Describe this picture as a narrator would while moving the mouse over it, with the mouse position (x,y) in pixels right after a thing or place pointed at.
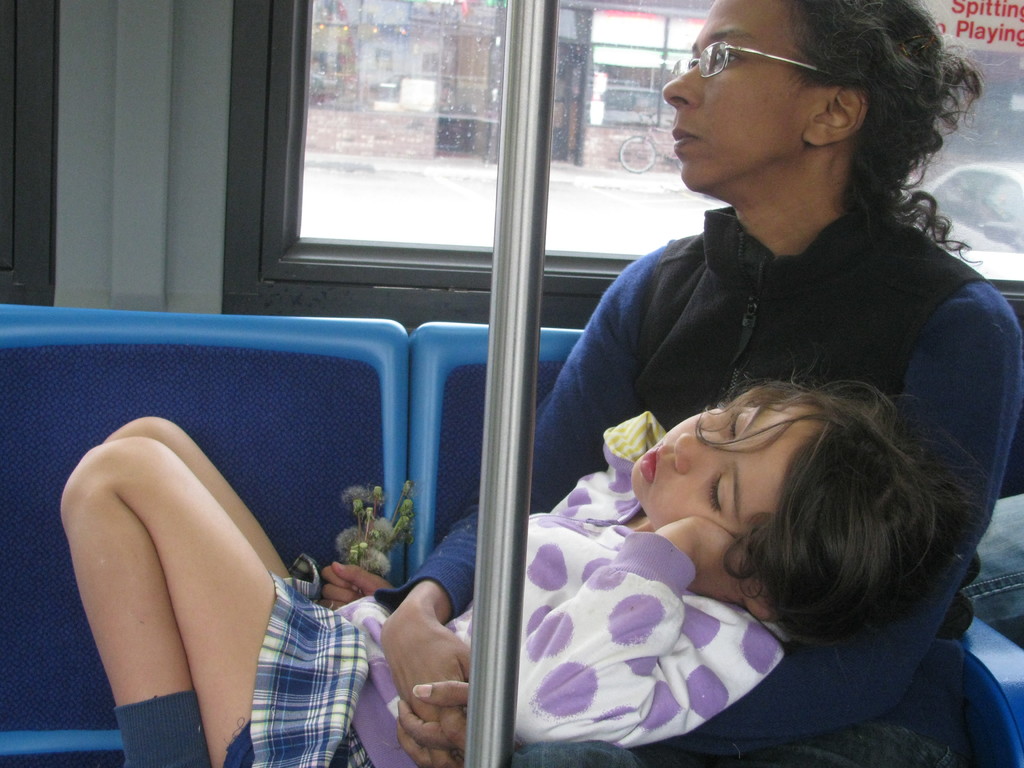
In this image we can see one woman (638,345) is sitting. She is wearing black and blue color sweater (611,360) and one girl (276,643) is sleeping on her lap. The girl (581,649) is wearing white-purple color sweater (545,651) and holding flowers (372,539) in her hand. We can see one pole (502,428) in the middle of the image (503,359). There is a glass window (609,82) behind the woman (624,330). Behind the window (600,161), we can see car (978,203), road (466,192) and buildings (478,141).
